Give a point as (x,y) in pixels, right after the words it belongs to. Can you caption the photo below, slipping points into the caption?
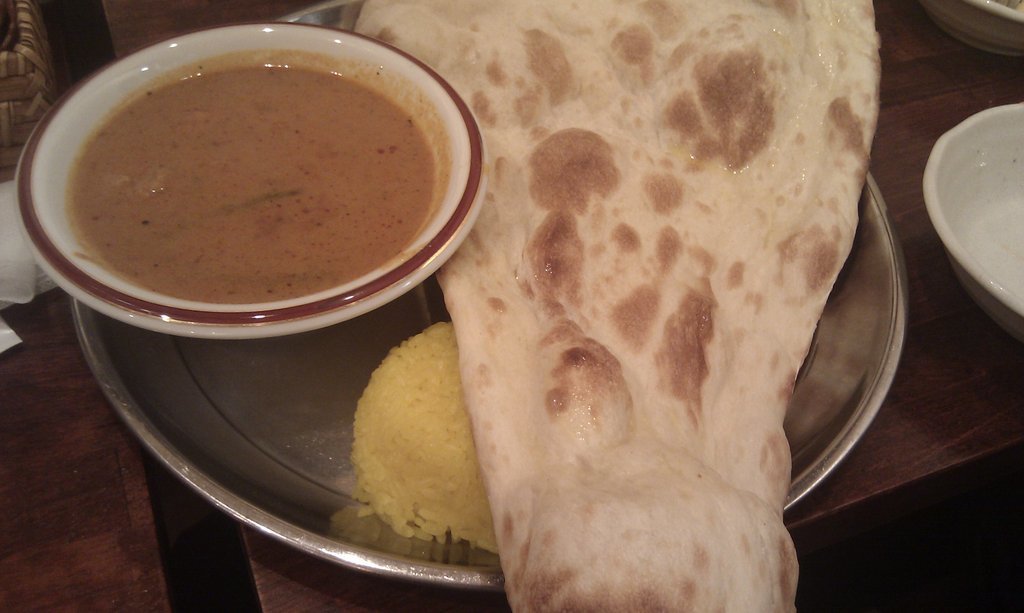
In this picture I can see food (616,436) in the plate (396,337) and food (277,212) in the bowl (167,47) and I can see couple of bowls (977,122) on the right side (953,160) and I can see a wooden table (121,25), on the left side of the picture (62,586) I can see another table (49,334) with a basket (26,33) and few napkins (13,257) on it.
